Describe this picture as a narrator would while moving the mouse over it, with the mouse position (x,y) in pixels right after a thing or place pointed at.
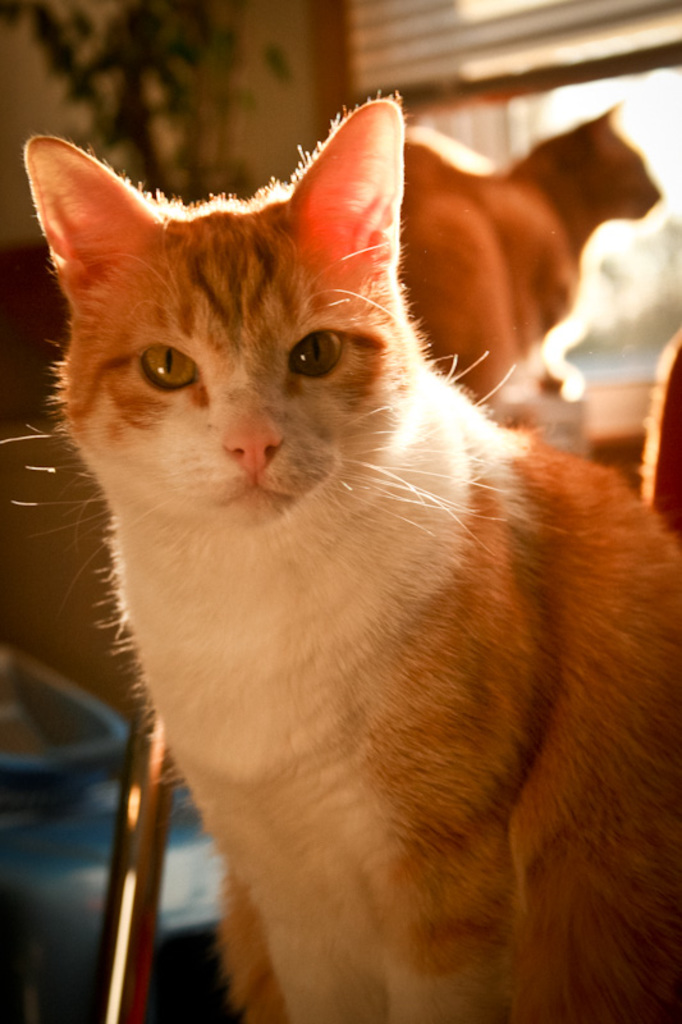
In the center of the image (337,523) we can see the cats (356,314). In the background of the image (18,60) we can see a plant (126,146), wall (278,90), window (653,128).
